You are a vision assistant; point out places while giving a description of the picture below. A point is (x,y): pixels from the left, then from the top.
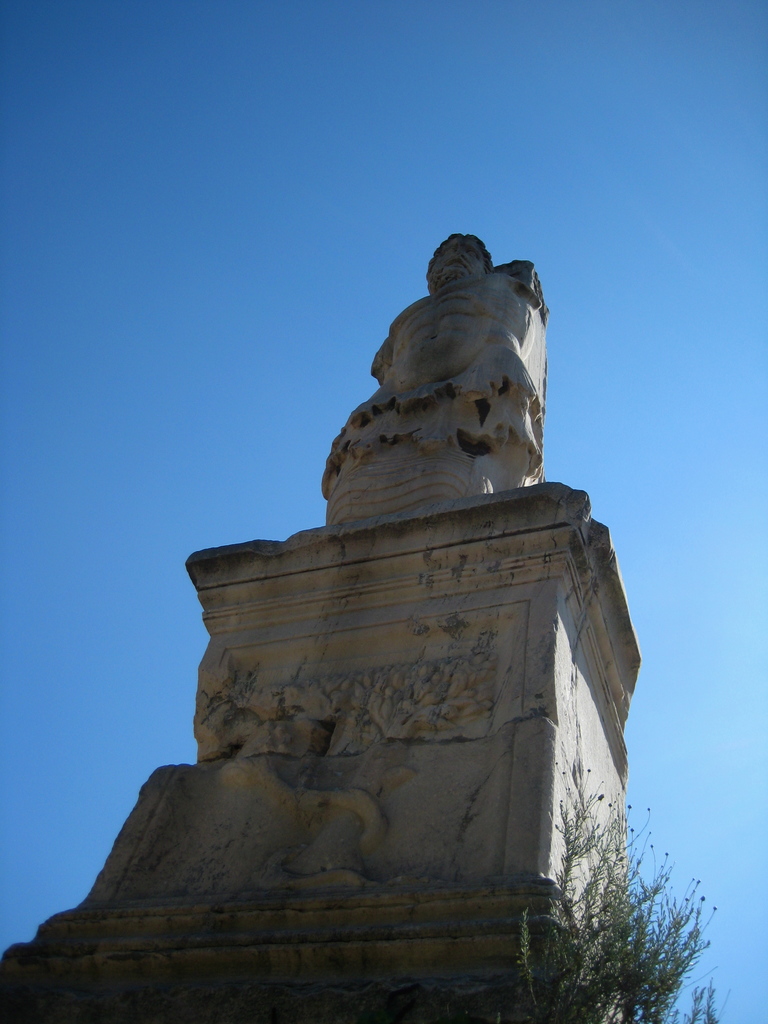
In this picture we can see a statue (439,368) and on the right side of the statue (437,445) there are plants (588,931) and behind the statue (394,566) there is a sky (353,325).
